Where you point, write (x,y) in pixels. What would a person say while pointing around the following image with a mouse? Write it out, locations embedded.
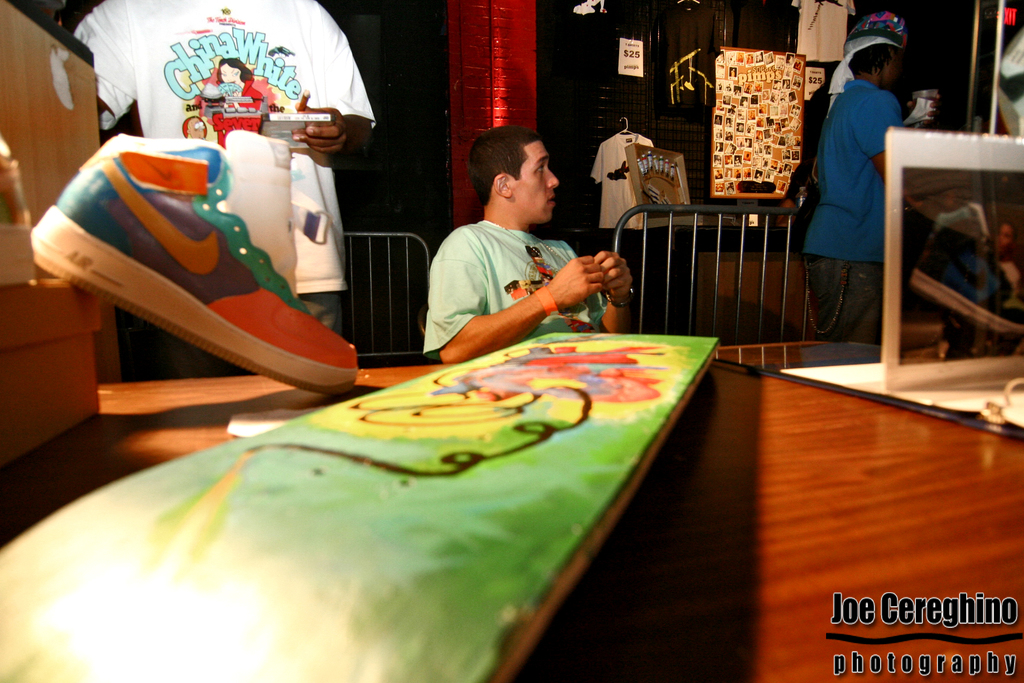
In the left side of the image (310,72), there is a person (310,60) standing and holding an object (293,147). In the middle of the image (487,278), there is a person (539,254) sitting behind a table (805,626). In the right top of the image (818,227), there is a person (818,263) standing and holding an object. In the bottom of the image (904,607), there is a logo of Joe Cereghino Photography (919,655). This image is taken inside a shop (657,376).
